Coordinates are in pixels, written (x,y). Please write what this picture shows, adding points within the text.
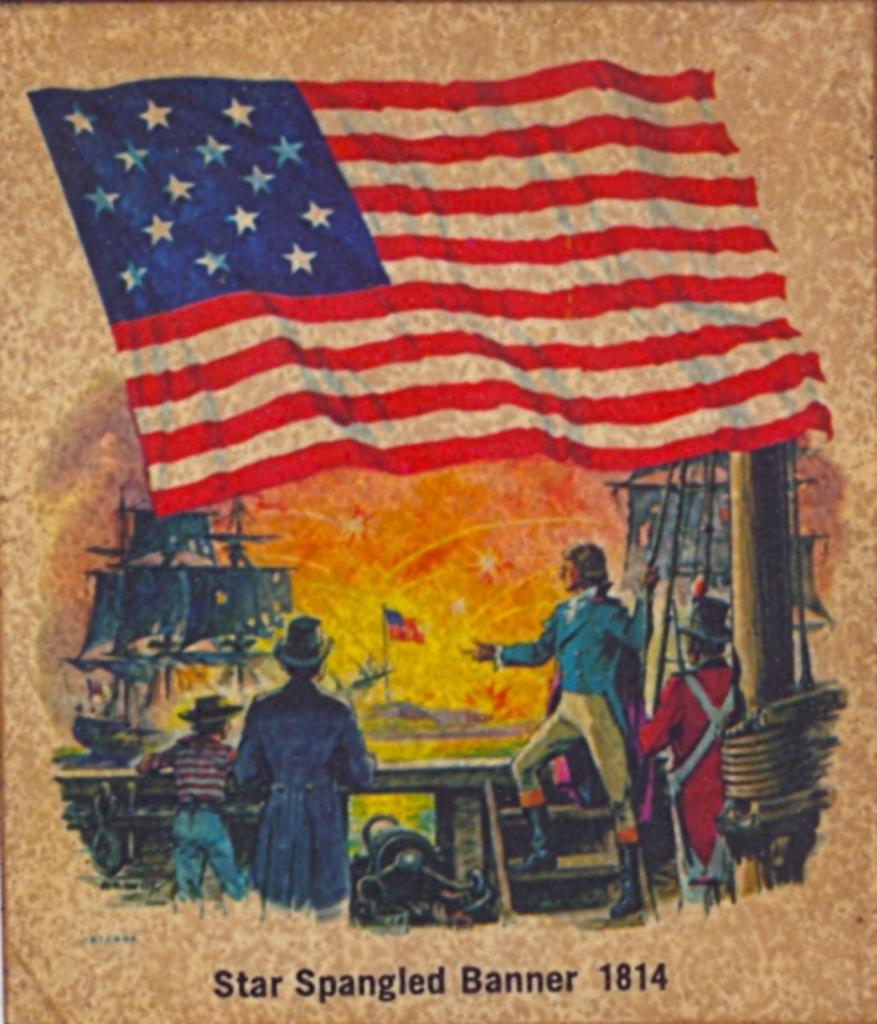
In the image in the center (558,638), we can see one poster (396,600). On the poster (362,422), we can see a few people (541,804) and flags (403,466). And we can see something written on the poster (252,964).
